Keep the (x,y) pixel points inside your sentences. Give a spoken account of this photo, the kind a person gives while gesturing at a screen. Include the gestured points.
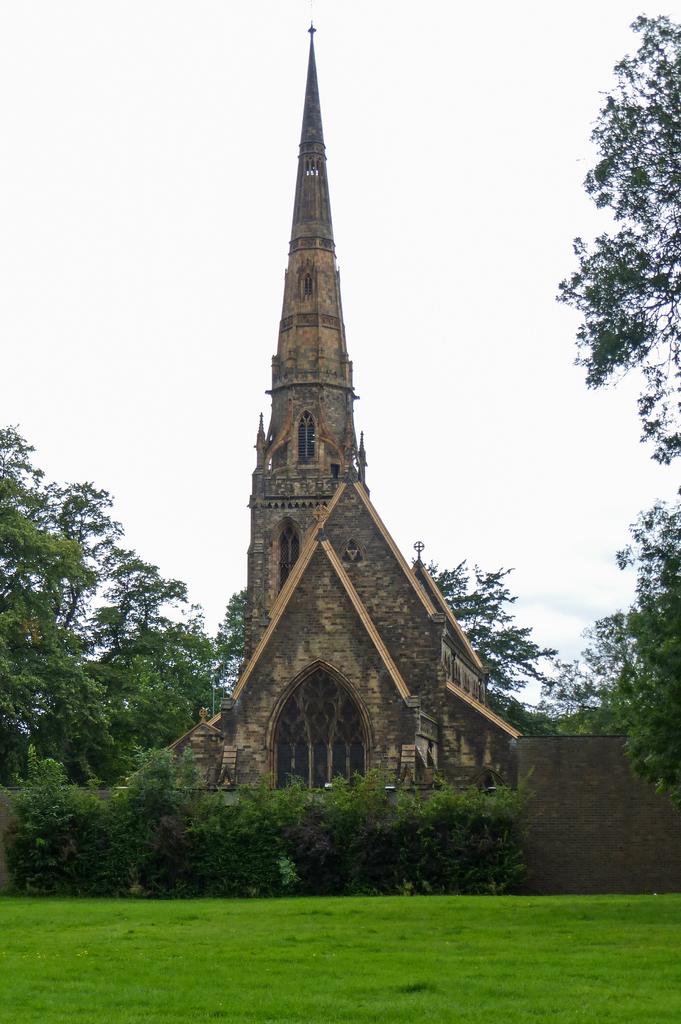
In this image we can see one church (328,716) with tall steeple (307,435), one wall (651,874) in front of the church (294,618), some trees (659,691), bushes (58,841), plants (67,841) and grass (92,926) on the ground (202,909). At the top (321,27) there is the sky (71,471).
